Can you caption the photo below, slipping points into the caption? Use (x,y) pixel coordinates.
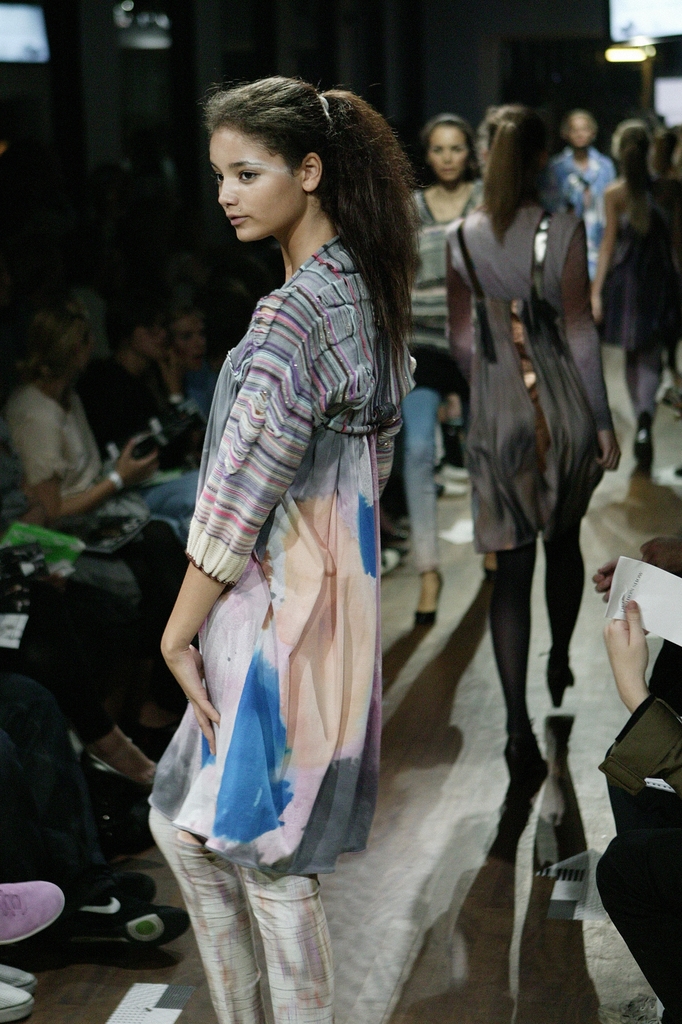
In this image we can see a lady (248,743) standing. In the back (468,320) few are walking. Also there are many people (35,480) sitting. Person (656,761) on the right side (653,642) is holding a paper (632,582).
